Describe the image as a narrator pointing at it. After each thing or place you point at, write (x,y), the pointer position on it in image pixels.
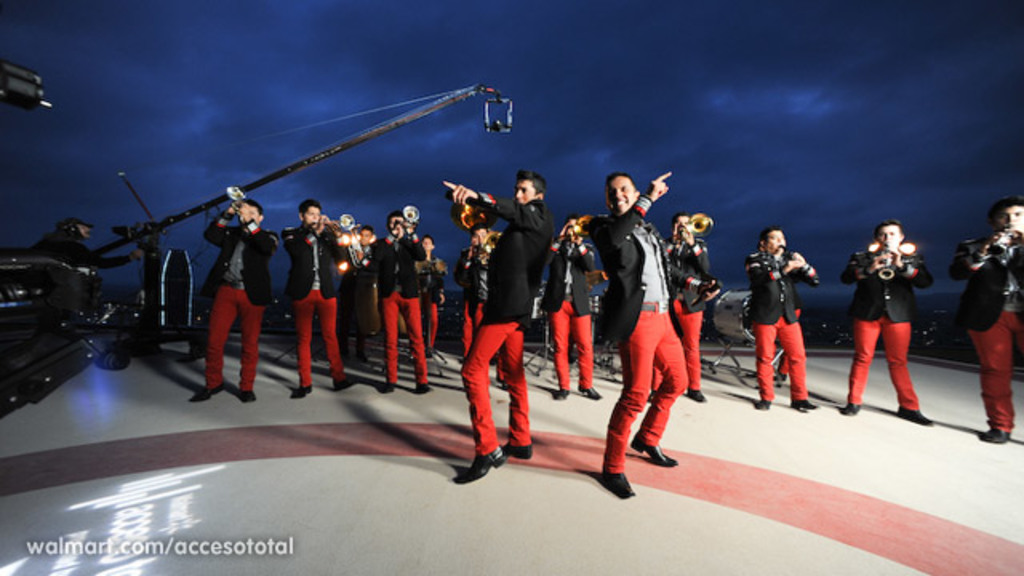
In this image, we can see people (576,244) playing music and some of them are holding instruments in their hands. In the background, we can see some instruments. At the bottom (505,494), there is floor (390,490) and we can see some text (187,542) written.
